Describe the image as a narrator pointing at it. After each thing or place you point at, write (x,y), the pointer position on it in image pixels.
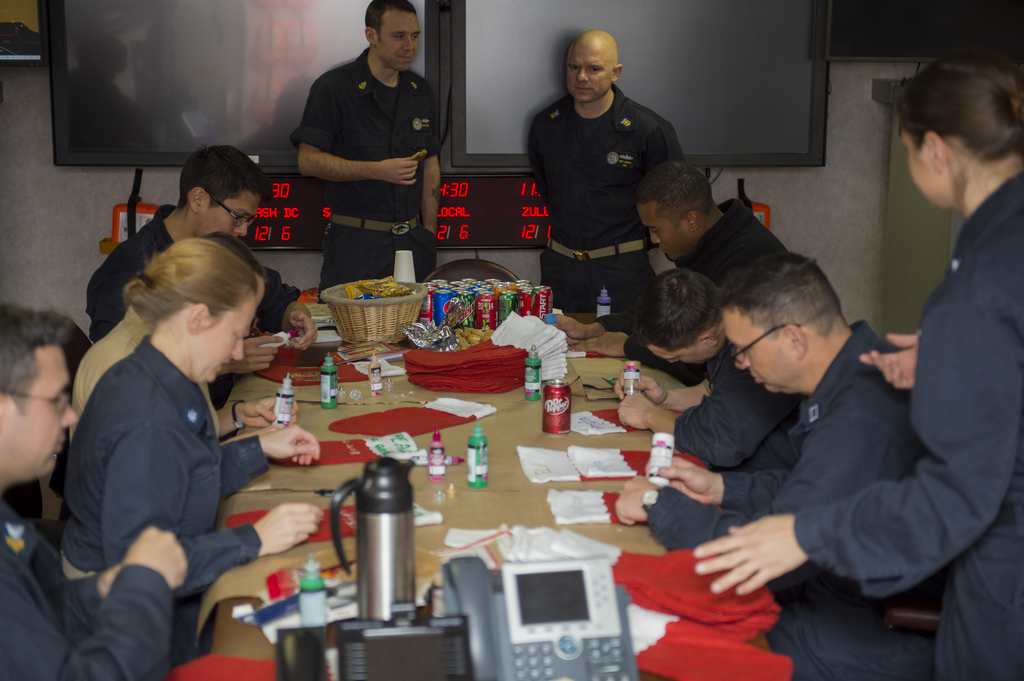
In this image i can see a group of people (689,388) are sitting on the chair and three persons (913,167) are standing. On the table (579,437) we can see a telephone (561,624), a tin can (545,425) and few other objects (484,405) on the table (510,476). Behind these persons (402,155) we can see there are two monitors (693,93) on the wall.
